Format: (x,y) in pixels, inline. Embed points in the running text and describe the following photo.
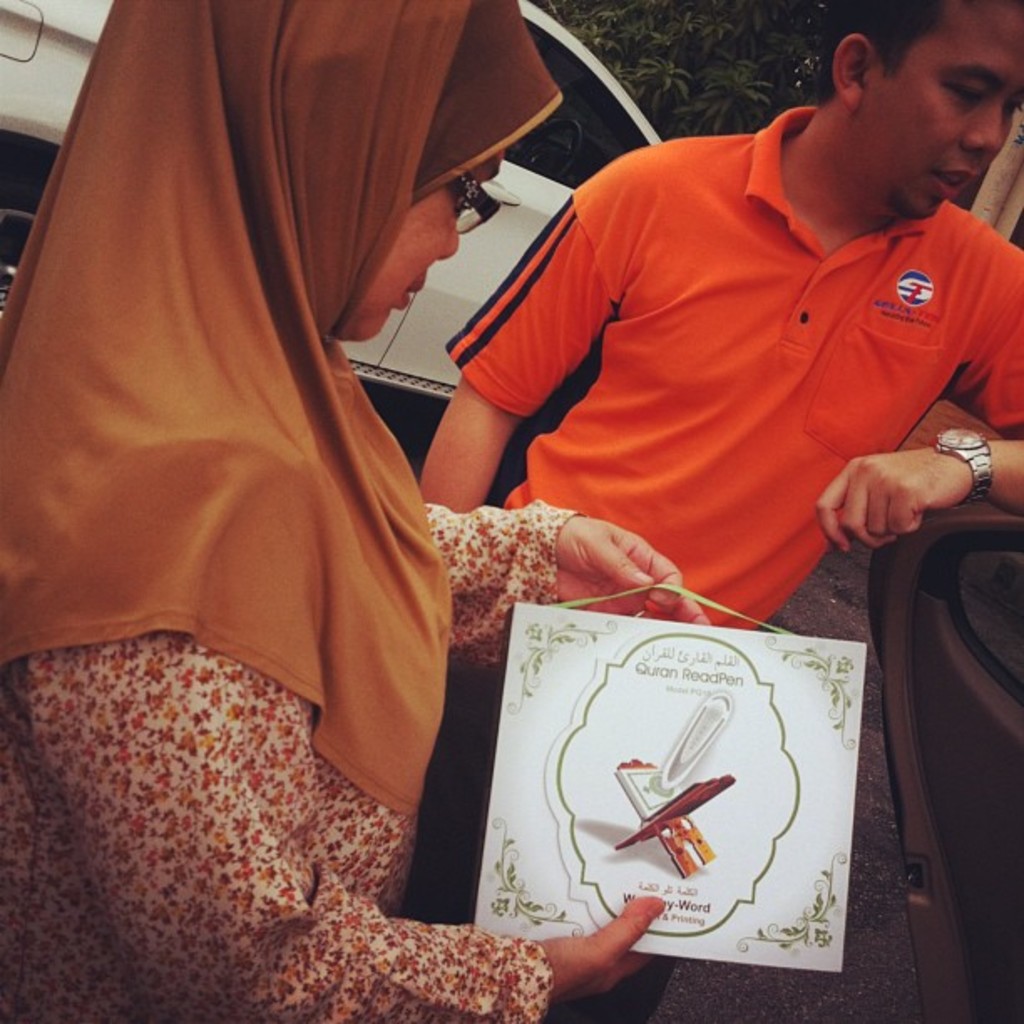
In this image, there are two persons (475,634) standing. In the background (535,177), I can see a vehicle (473,284) and a tree (674,91).
